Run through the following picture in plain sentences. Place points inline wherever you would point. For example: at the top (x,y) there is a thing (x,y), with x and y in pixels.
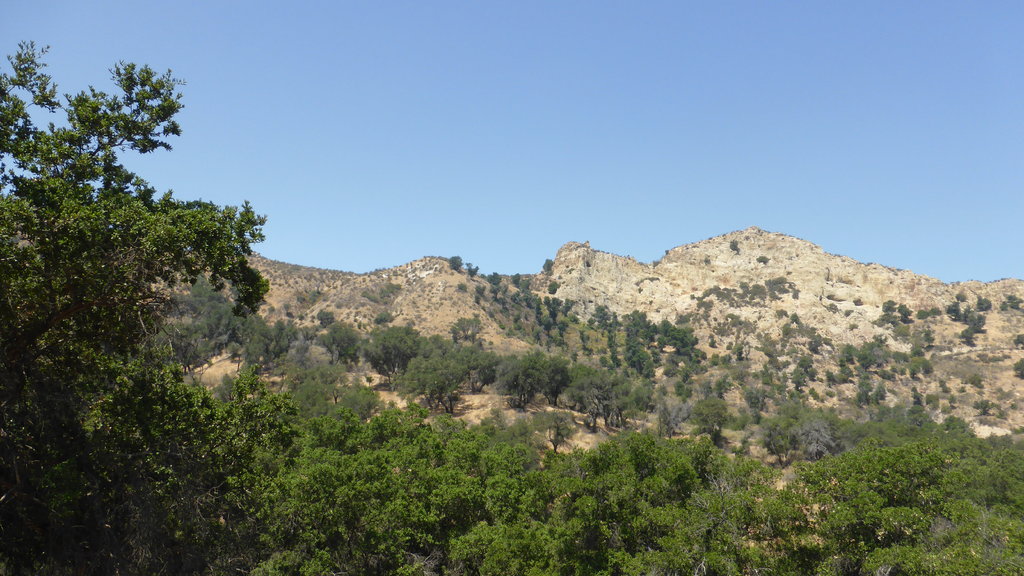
In this image we can see the hills (730,293) and also many trees (212,444). At the top (447,78) there is sky (603,85).
